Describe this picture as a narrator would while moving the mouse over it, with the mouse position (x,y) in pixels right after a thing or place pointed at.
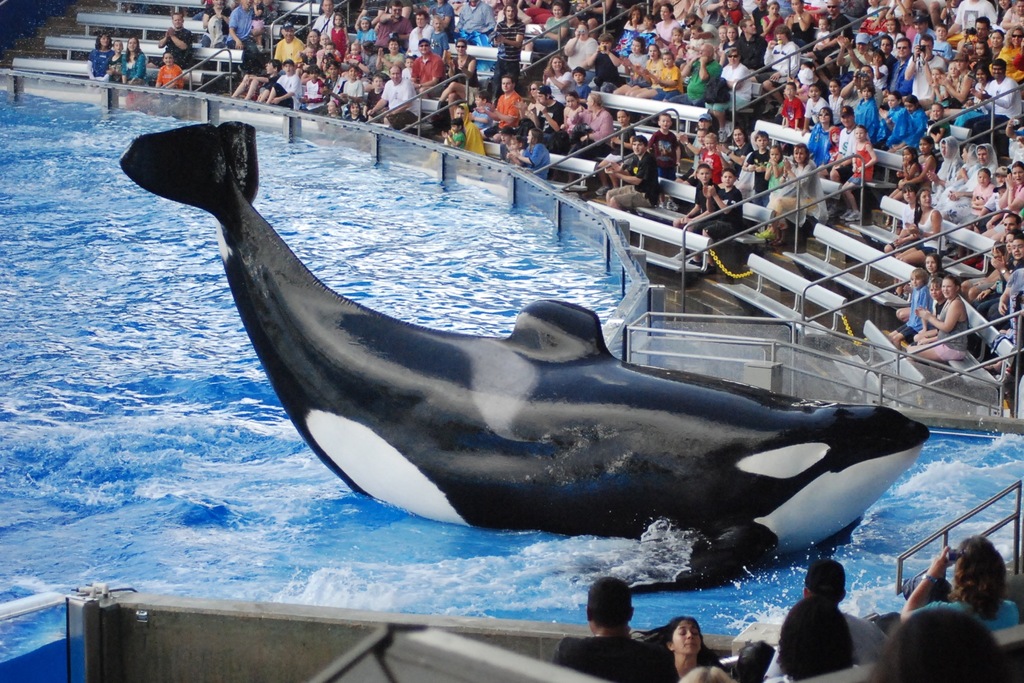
In this image, we can see water (107,298) and we can see a black whale (627,523) in the water (612,546). There are some people (902,328) sitting and watching the whale (510,468).
